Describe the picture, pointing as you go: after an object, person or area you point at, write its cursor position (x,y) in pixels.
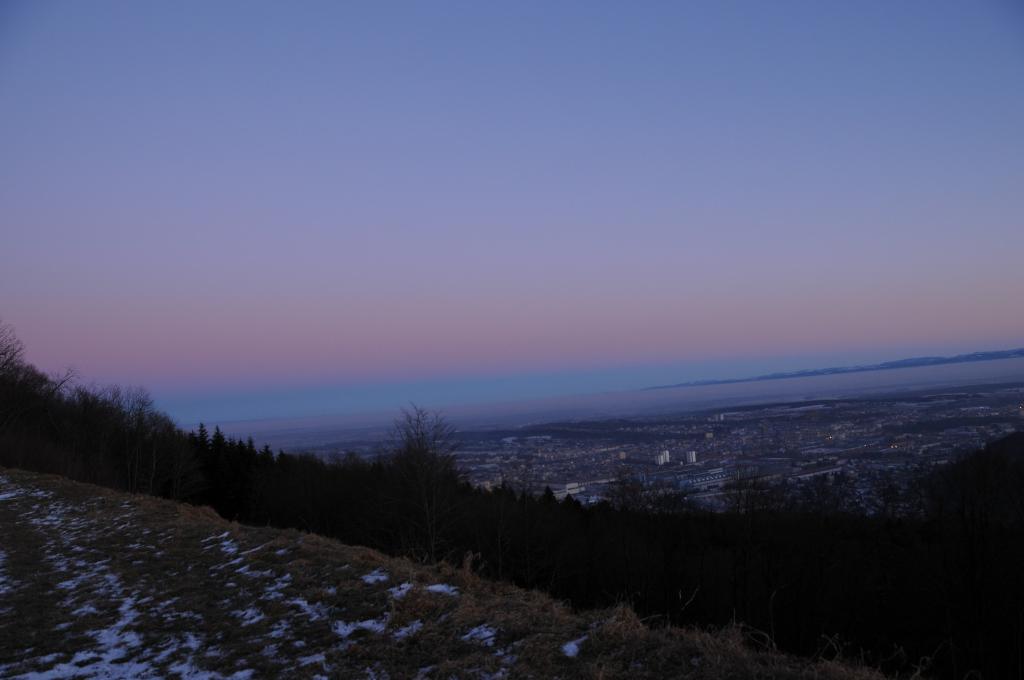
This image is clicked on the mountain (228,577). At the bottom (220,590), there is ground (192,545). In the middle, there are trees (733,536) and plants (458,529). In the background (561,460), there is a city (718,483). In which there are many building (905,446). And there is haze (993,367).
